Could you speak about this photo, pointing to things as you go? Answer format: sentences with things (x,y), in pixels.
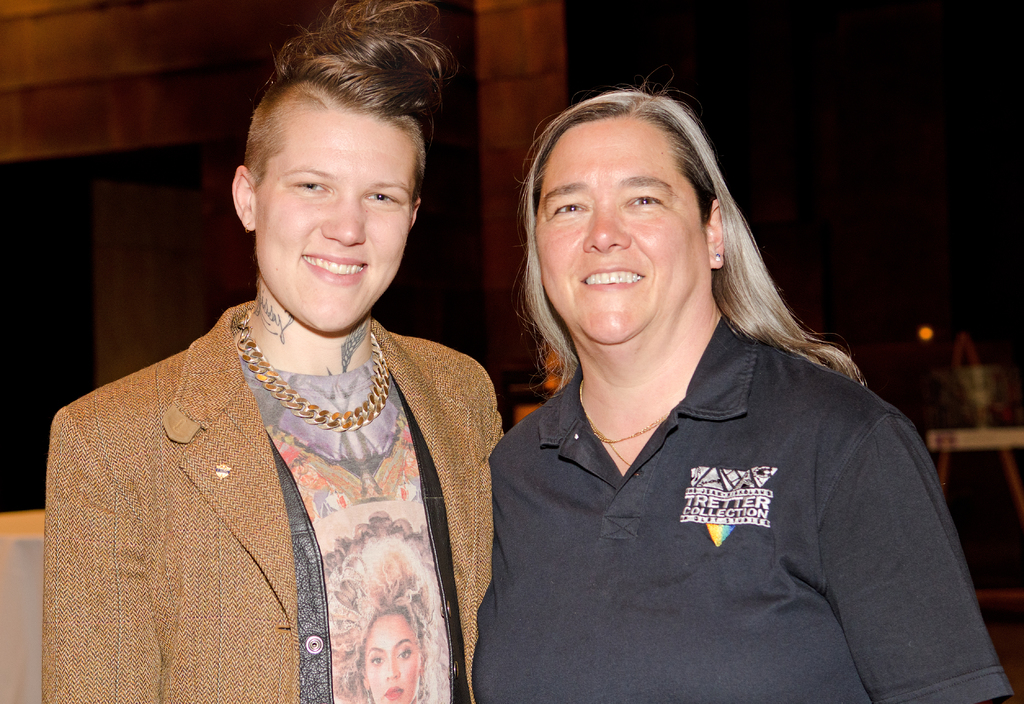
In this image, there are a few people (476,389). In the background (473,256), we can see the wall (430,252). We can see an object (1018,499) on the right (939,372). We can also see a white colored object (26,607) on the left (13,605).
